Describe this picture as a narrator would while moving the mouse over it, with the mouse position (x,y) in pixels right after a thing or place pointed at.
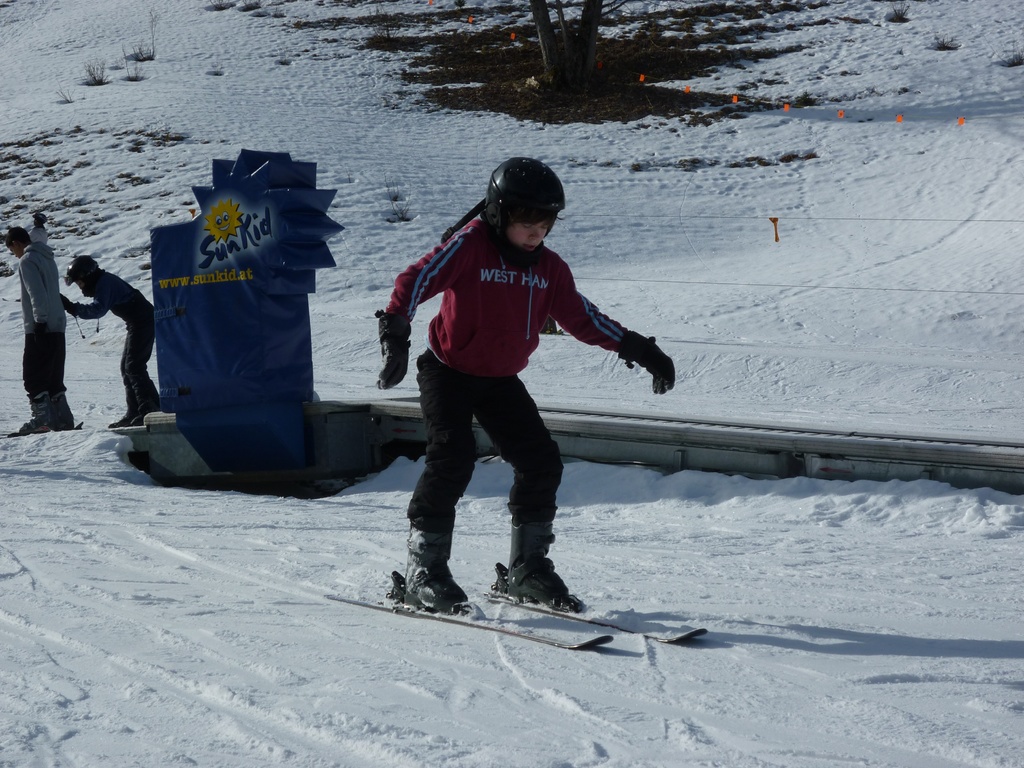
He is standing on skis (508,597). His wearing helmet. On the left side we have a two persons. The person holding another person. We can see in the background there is a snow (341,380) and tree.
